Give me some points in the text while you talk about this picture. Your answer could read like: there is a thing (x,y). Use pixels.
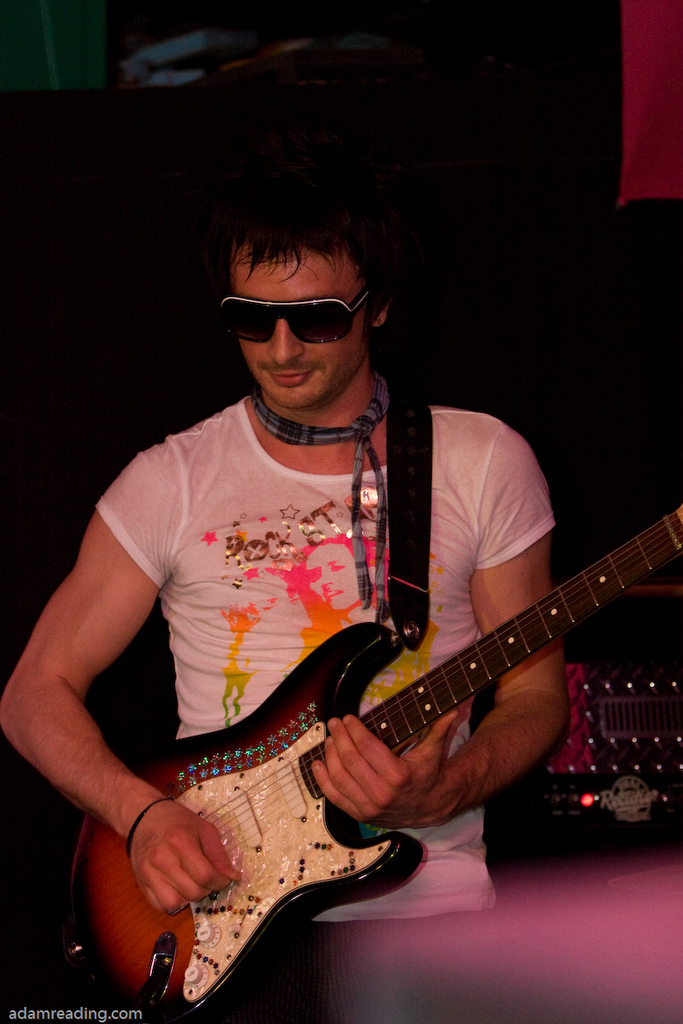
In this image in the middle (318,555) there is a man (260,576) he wears white t shirt (250,548) he is playing guitar (446,709). In the background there are lights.
